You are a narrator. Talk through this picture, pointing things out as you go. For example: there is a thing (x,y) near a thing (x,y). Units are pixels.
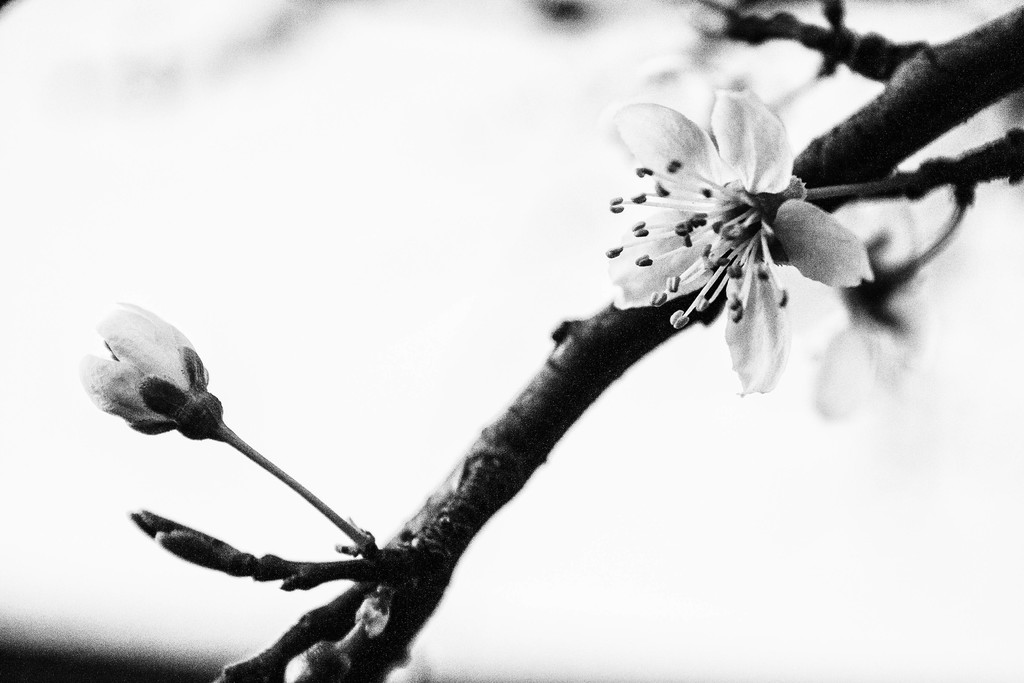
This is a black and white picture. In this picture, we see the tree (923,76) which has the buds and the flowers (617,206). In the background (342,272), it is white in color. This picture is blurred in the background (825,355).
